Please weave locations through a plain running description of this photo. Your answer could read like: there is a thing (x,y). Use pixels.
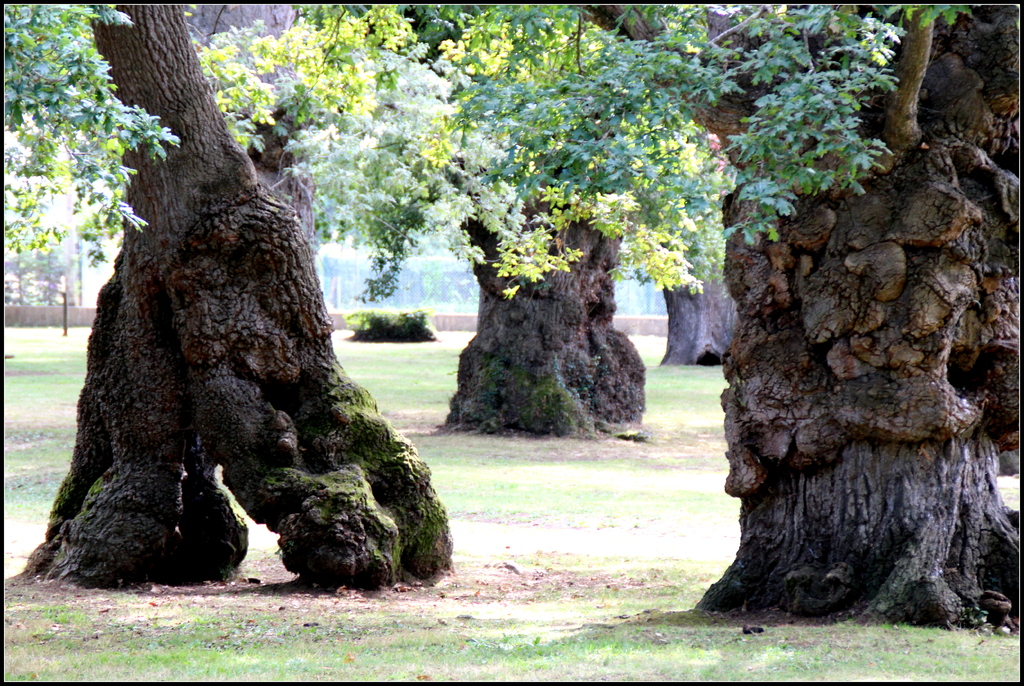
Here we can see trees (286,311) on the ground (15,375), grass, plants (51,295) and some other items (59,310).
